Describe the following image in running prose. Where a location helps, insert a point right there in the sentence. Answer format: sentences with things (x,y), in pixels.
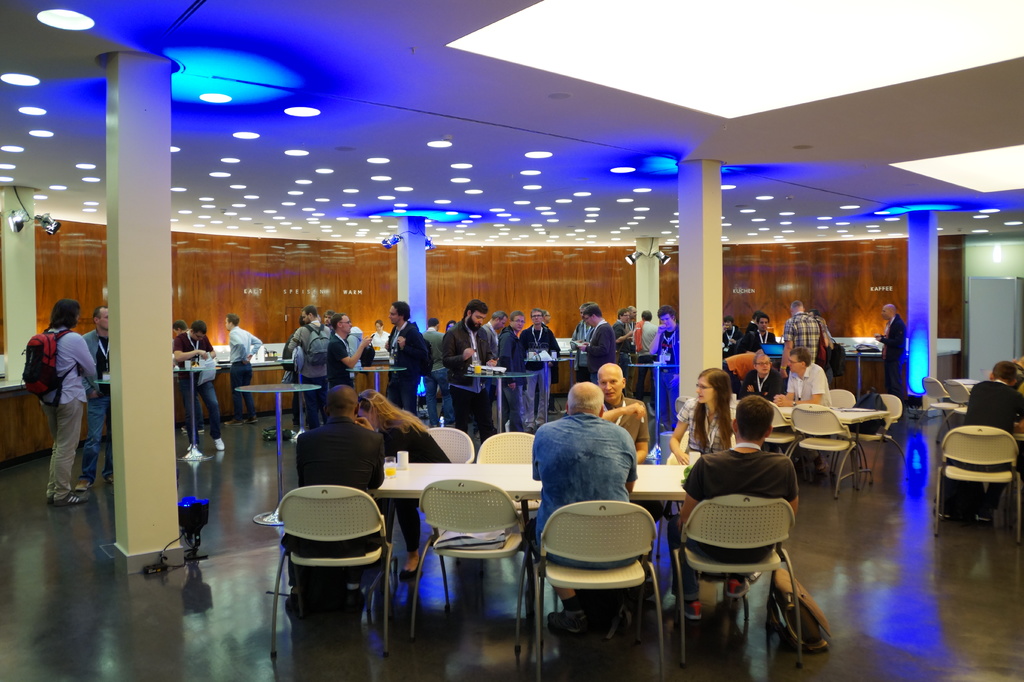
In the given image we can see many people (491,429), some of them are sitting and some of them are standing. This is a pillar (114,345).
